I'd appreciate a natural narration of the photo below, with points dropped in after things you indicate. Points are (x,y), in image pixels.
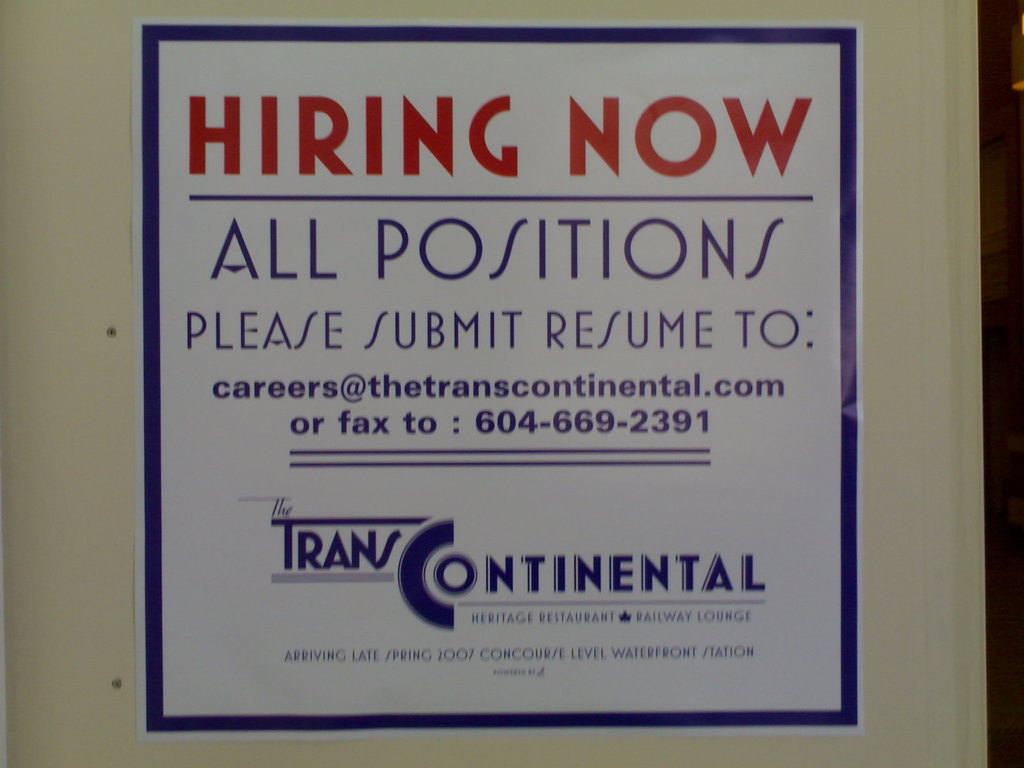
In this picture I can see a poster (509,522) on which I can see something written on it and a blue color border (781,716). This poster (492,535) is on a white color wall (40,540).
